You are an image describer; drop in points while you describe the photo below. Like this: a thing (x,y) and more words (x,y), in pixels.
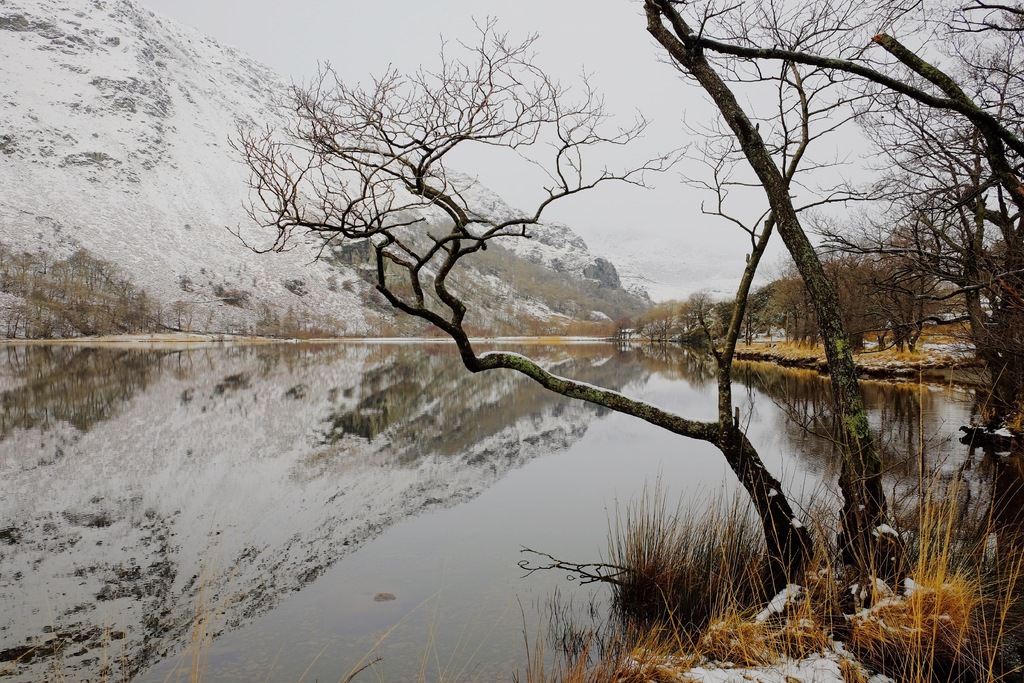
In this picture I can see the water (415,413) in front (172,388) and on the right side (787,591) bottom of this picture (761,580) I see the grass (737,584) and I see few trees (746,482). In the background (560,309) I see the mountains (631,250) and number of trees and I can also see the sky (689,138) and I see the snow (797,589) on the grass (728,627).
